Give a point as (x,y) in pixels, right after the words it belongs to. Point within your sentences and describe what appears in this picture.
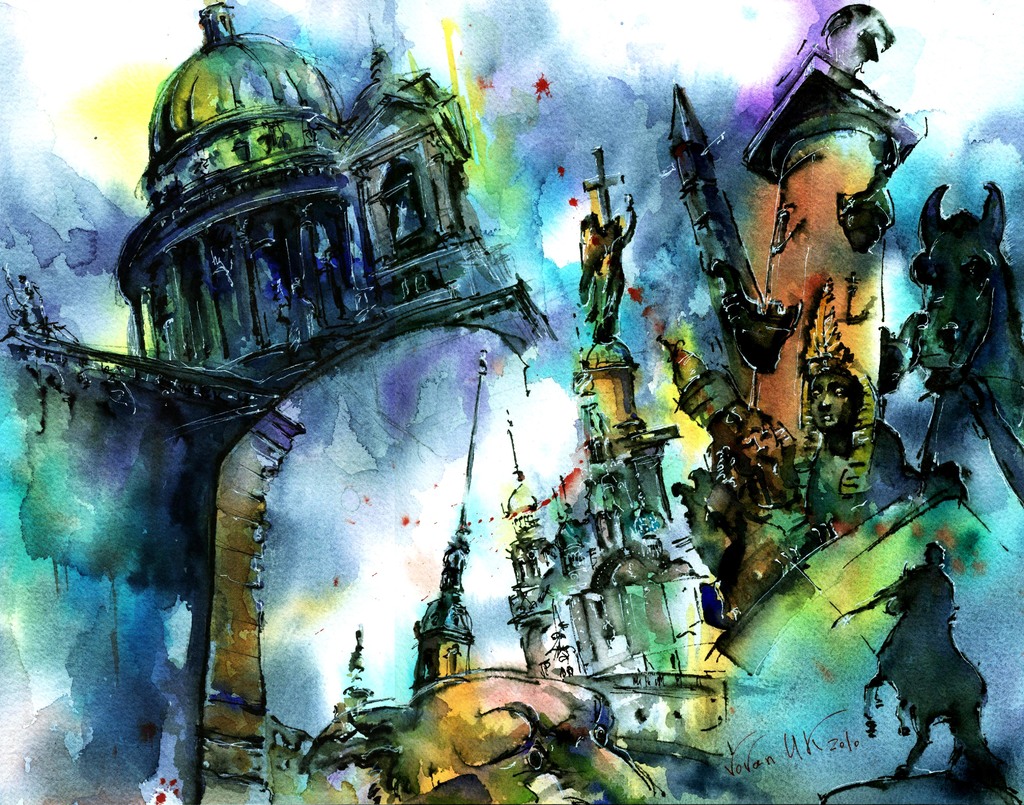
This might be a painting in this image there is a building (297,293), cross (598,156), animals (943,666) and some other objects (699,484).
